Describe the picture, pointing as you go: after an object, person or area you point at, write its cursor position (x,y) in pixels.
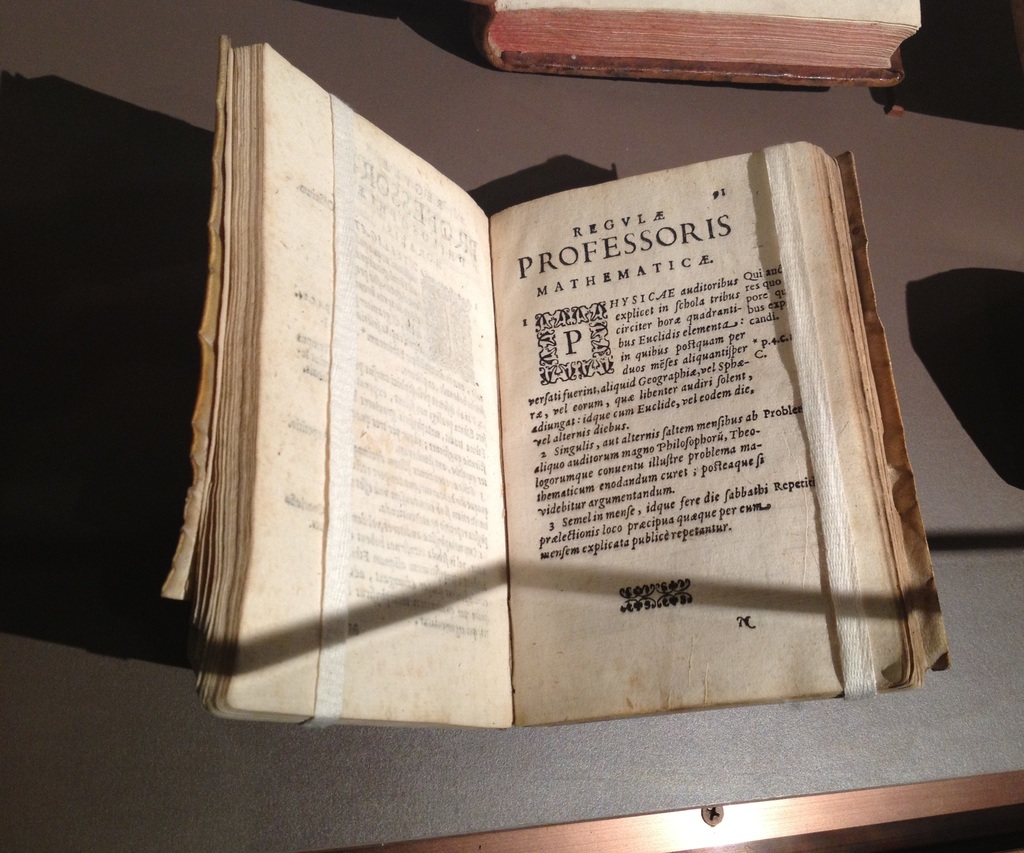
In this image I see 2 books (869,11) and over here I see number of words (557,421) written on this paper (648,377) and I see that these 2 books (755,368) are on the brown color surface (78,12) and I see the shadows (1023,285).
